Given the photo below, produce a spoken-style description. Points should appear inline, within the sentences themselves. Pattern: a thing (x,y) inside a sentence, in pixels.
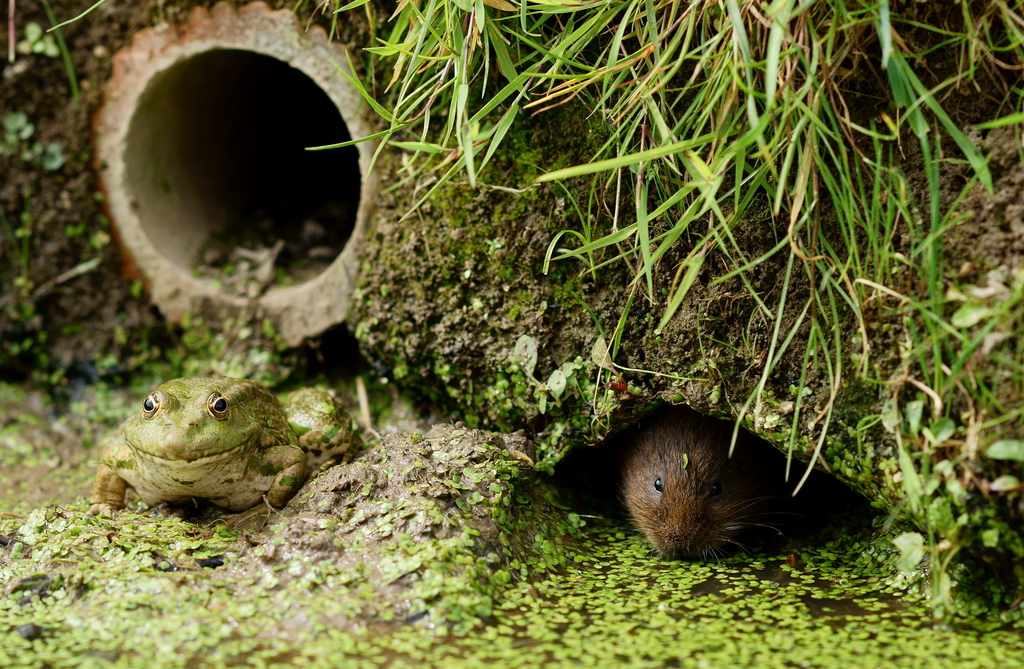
Here in this picture we can see a frog (251,433) and a rat (671,520) present on the ground (458,547) and we can see a pipe (97,110) present in the ground (205,350) and we can see grass (816,221) also present on the ground (826,205).
